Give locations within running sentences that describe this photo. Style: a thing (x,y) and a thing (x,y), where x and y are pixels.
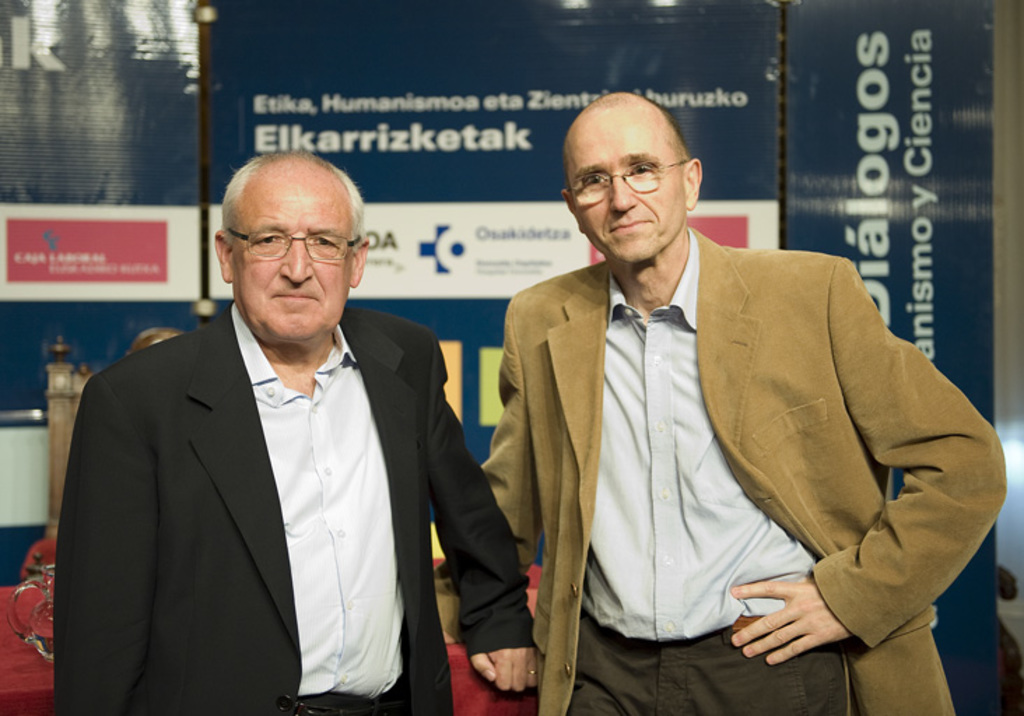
In this picture we can see two men (638,523) are standing in the front (783,463), they are wearing spectacles (628,176), in the background (495,251) there are words (863,70), we can see some text (458,97) on these boards (645,81).
